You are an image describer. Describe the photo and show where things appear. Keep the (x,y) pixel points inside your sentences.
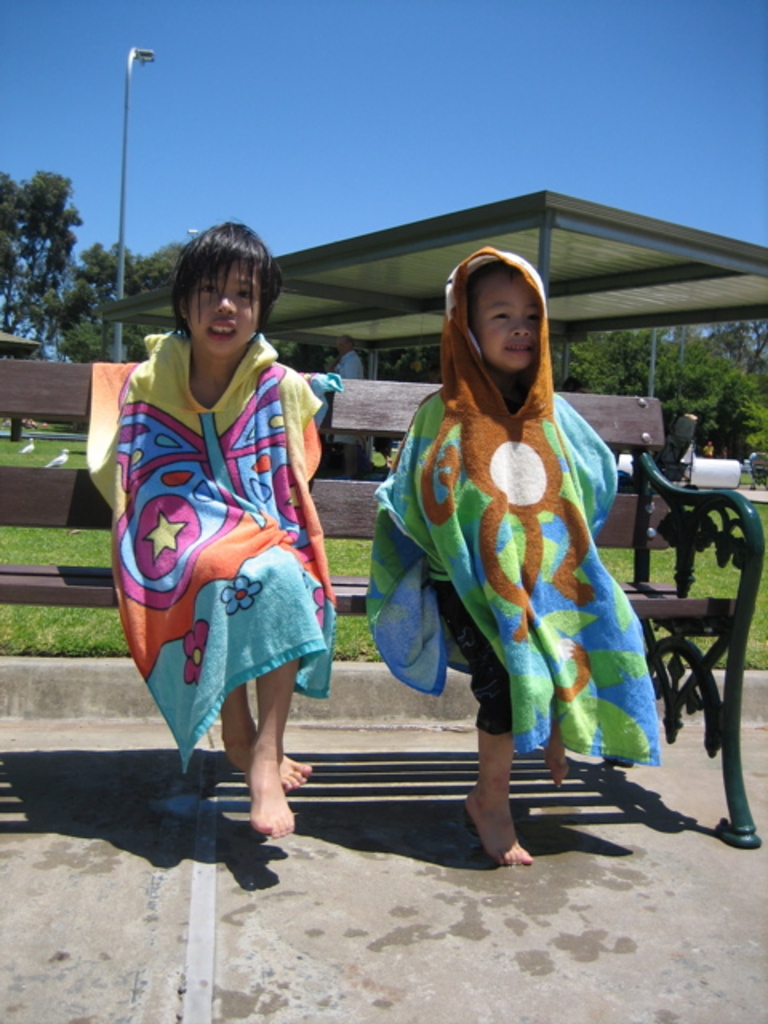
In this picture there are two kids (153,564) sitting on a bench (82,569) and wore clothes (473,497) and we can see birds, shed (312,305), grass (385,467), light pole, person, trees (76,319) and objects (721,470). In the background of the image (293,148) we can see the sky (419,214) in blue color.
